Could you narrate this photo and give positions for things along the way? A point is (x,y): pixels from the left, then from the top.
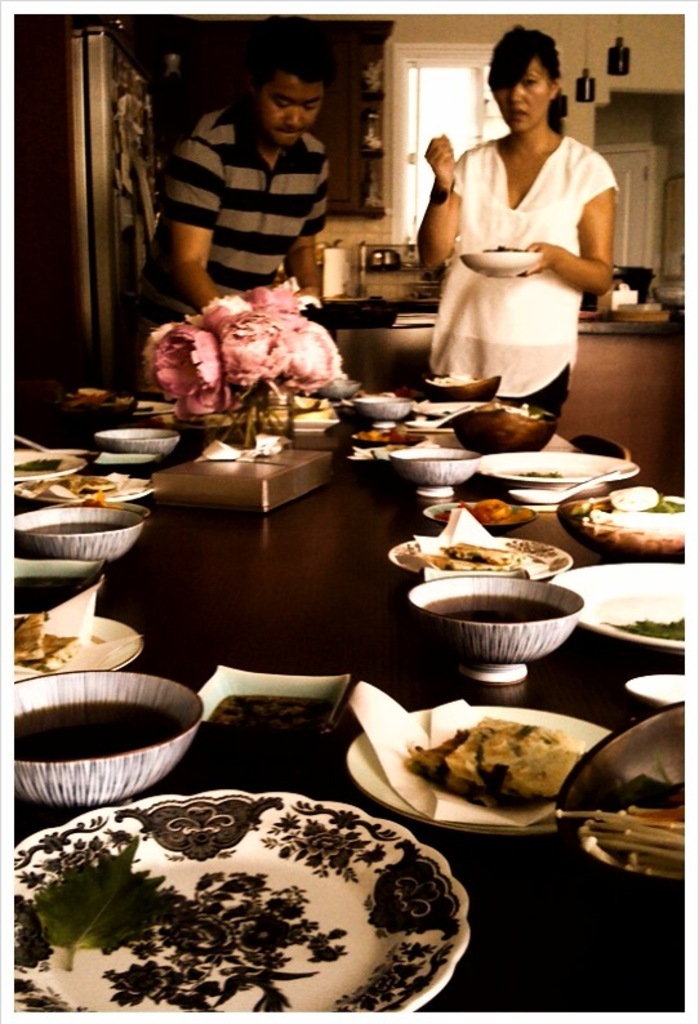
This picture is clicked inside. In the foreground (310,610) there is a wooden table (312,591) on the top of which a flower vase (293,360), bowls (87,770), plates (335,808) containing food items (506,409) and many other food items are placed and there is a woman (548,166) wearing white color t-shirt (551,201), holding a platter (514,267) of food (529,246) and standing and we can see a person (261,138) wearing t-shirt (257,180), holding some object (307,308) and standing. In the background (451,98) we can see the window (449,98), kitchen platform (642,331) and many other objects (631,278).
